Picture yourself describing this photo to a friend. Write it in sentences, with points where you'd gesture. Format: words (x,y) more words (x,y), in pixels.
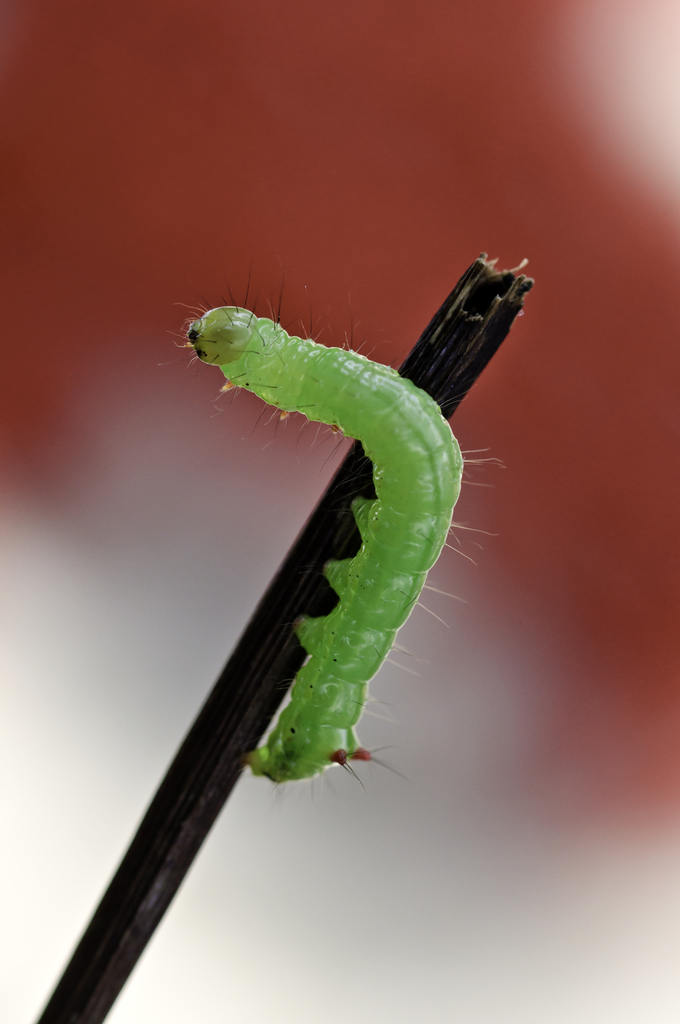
In this image there is one caterpillar (386,403) is on stick (367,472) and caterpillar (358,357) is in middle of this image (368,559).
